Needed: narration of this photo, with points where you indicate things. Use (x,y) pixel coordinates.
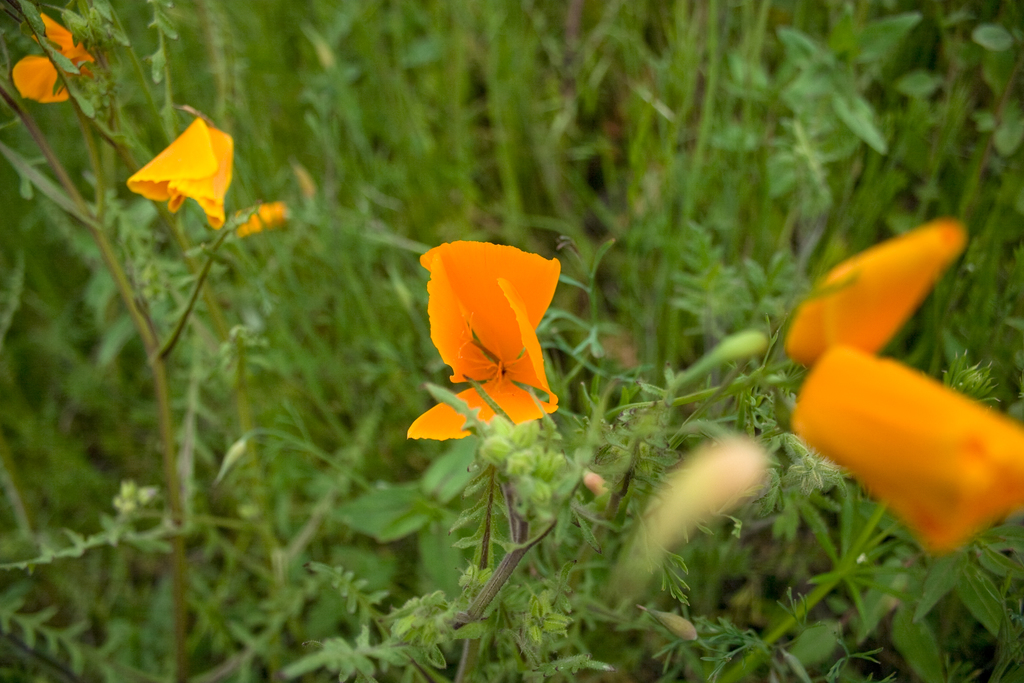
In this image we can see a group of plants (554,419) with flowers (516,388).
